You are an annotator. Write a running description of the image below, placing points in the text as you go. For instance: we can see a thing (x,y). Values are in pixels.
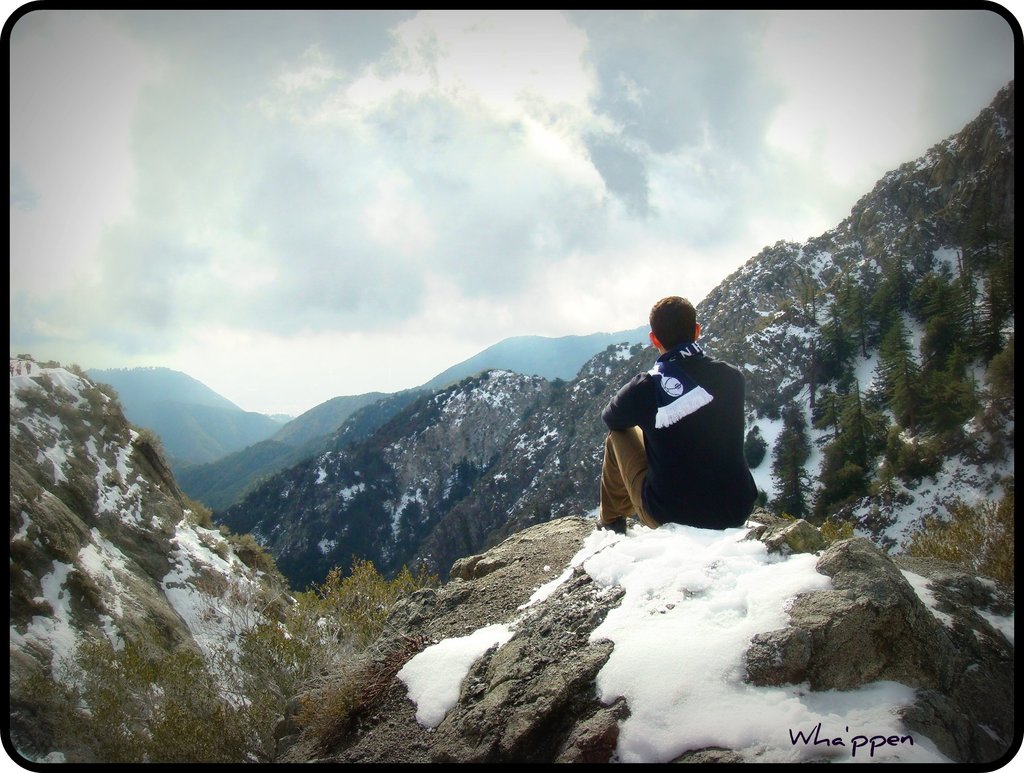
In this picture we can see the beautiful view of the nature. In the front (700,531) we can see a man (694,522) sitting on the mountain (610,555). Behind there are some mountains (762,318). On the top (421,247) we can see the sky (421,247) and clouds (504,200).
